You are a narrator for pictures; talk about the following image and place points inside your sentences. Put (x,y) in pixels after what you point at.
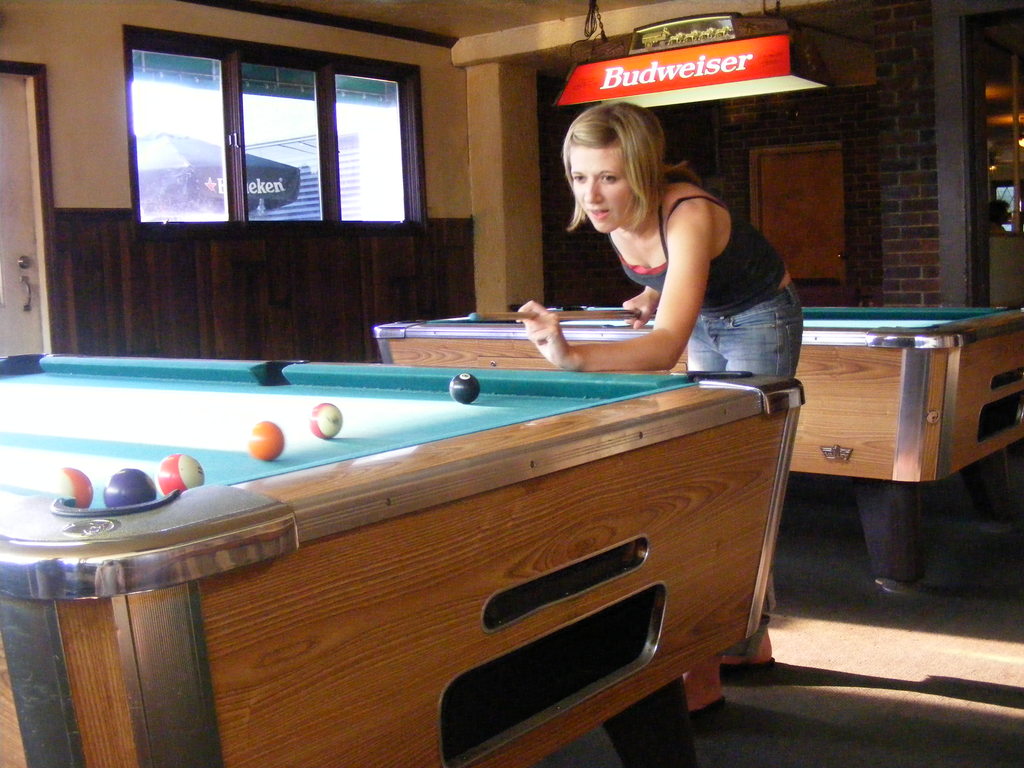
There is a woman (738,257) holding a stick (607,317) in her hand (549,319) and playing 8 ball pool.
